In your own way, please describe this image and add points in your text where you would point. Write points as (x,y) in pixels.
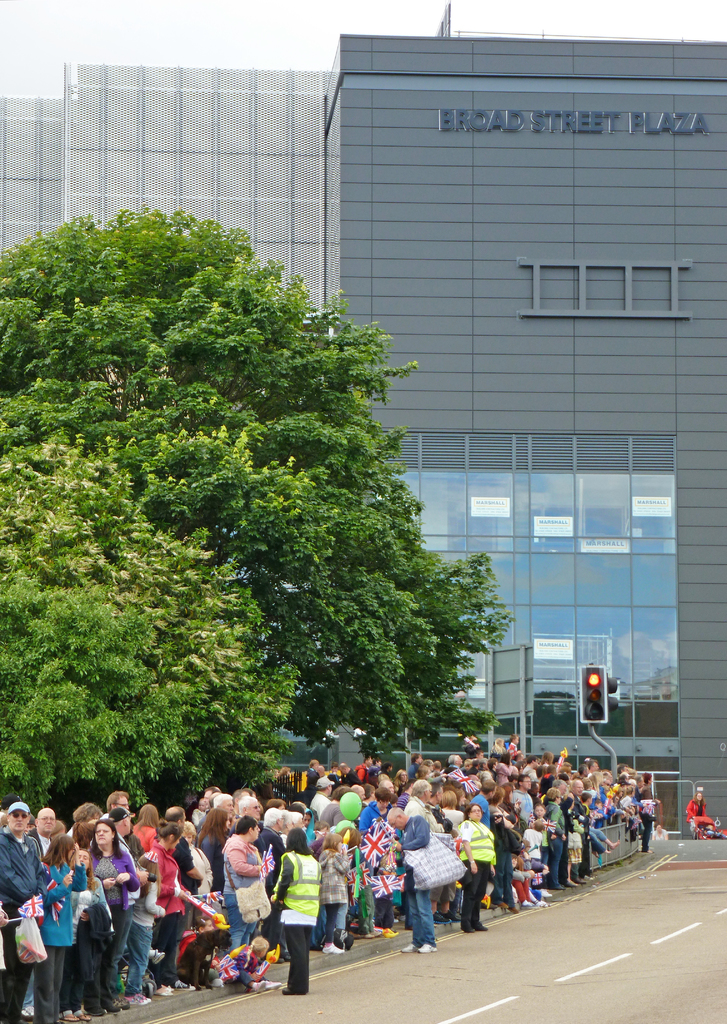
On the left side (166,509) there is a tree (149,565). Near to that there are many people (238,832) standing. Also there is a road (563,957). In the back (509,296) there is a building (385,225) with glass wall (571,507). Near to that there is a traffic signal (593,702) with a pole (613,756).
